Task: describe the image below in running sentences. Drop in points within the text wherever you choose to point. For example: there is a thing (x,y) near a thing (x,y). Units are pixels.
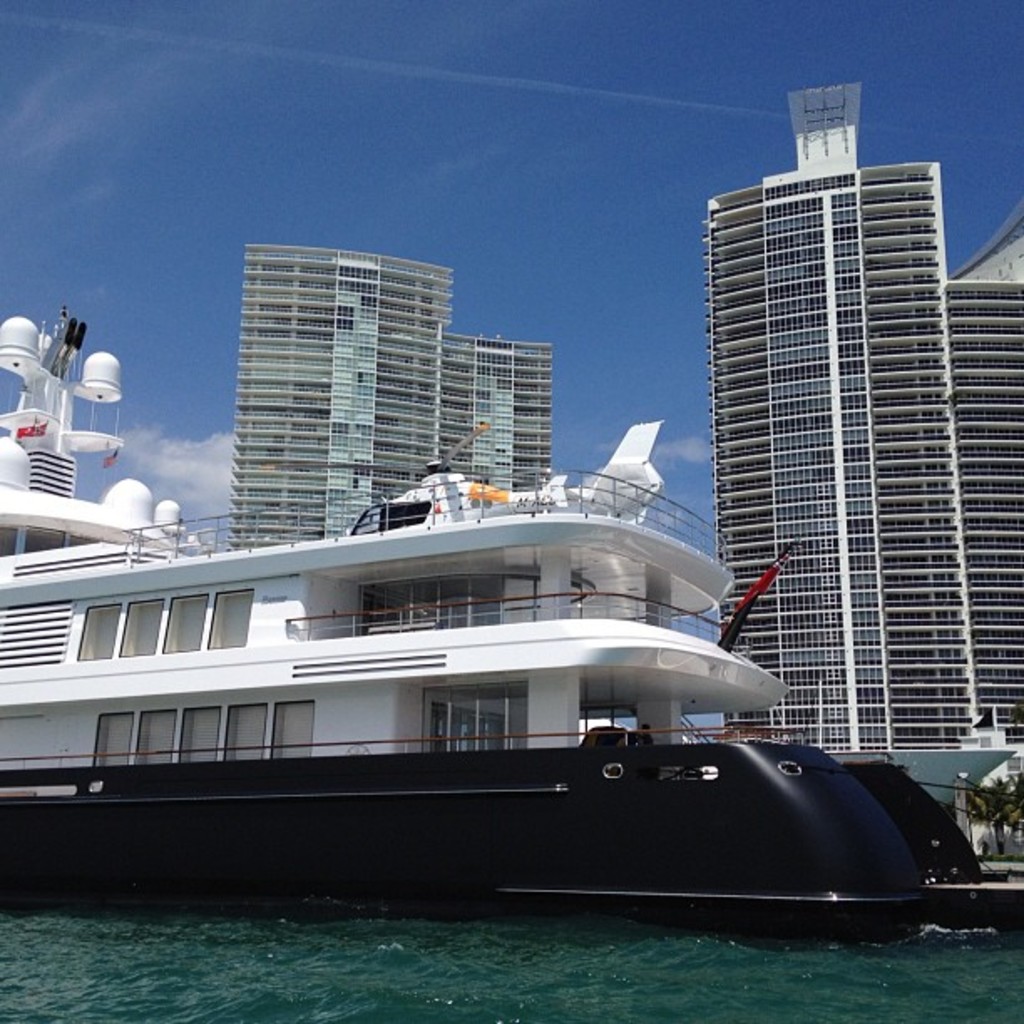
In this image there is the sky (497,115) towards the top of the image (442,126), there are clouds (187,445) in the sky (416,133), there are buildings (845,402), there is a ship (589,645), there is water (506,962) towards the bottom of the image (380,980).
